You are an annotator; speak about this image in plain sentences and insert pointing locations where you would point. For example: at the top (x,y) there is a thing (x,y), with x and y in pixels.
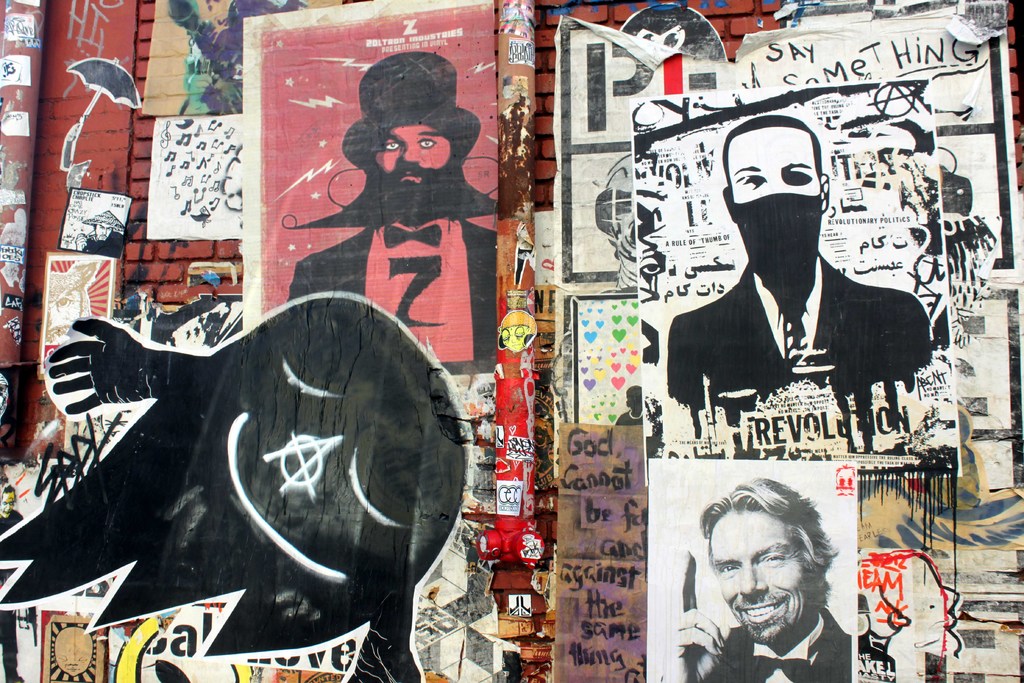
In this picture I can see photographs (802,474), paintings (479,146), stickers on the wall (542,170).
